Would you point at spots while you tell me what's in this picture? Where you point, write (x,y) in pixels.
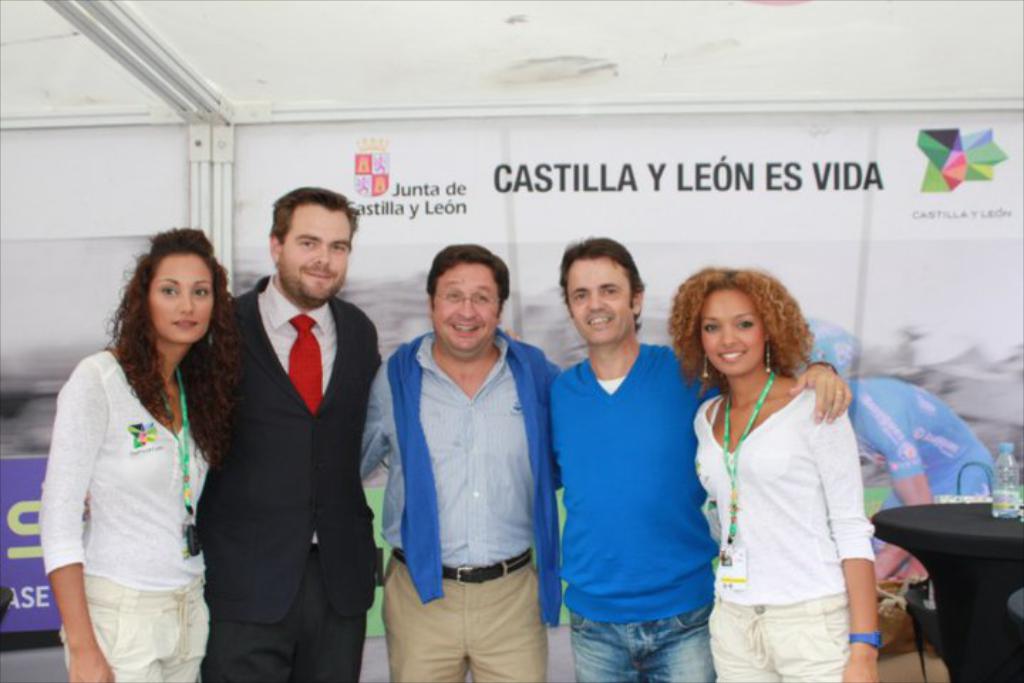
In the image we can see there are people (572,440) standing, wearing clothes (692,520) and they are smiling. Here we can two of them are wearing identity card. Here we can see the poster (921,216) and text (913,215) on the poster (896,220). Here we can see a table (947,544) and on the table (959,556), we can see the bottle (1003,513).
